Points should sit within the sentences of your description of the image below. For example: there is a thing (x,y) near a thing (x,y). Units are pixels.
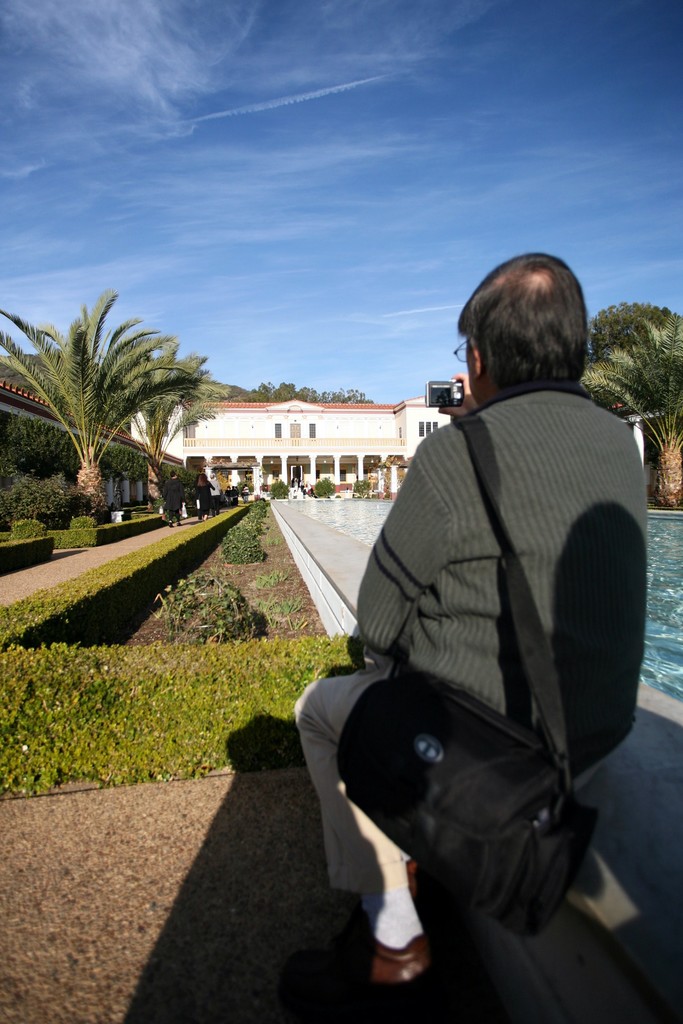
In this image we can see a person (360,855) sitting and the person (425,667) is taking a photo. Behind the person (417,483) we can see trees (52,460), plants (156,527), water (335,520) and a building (321,460). At the top (268,215) we can see the sky (272,248).
